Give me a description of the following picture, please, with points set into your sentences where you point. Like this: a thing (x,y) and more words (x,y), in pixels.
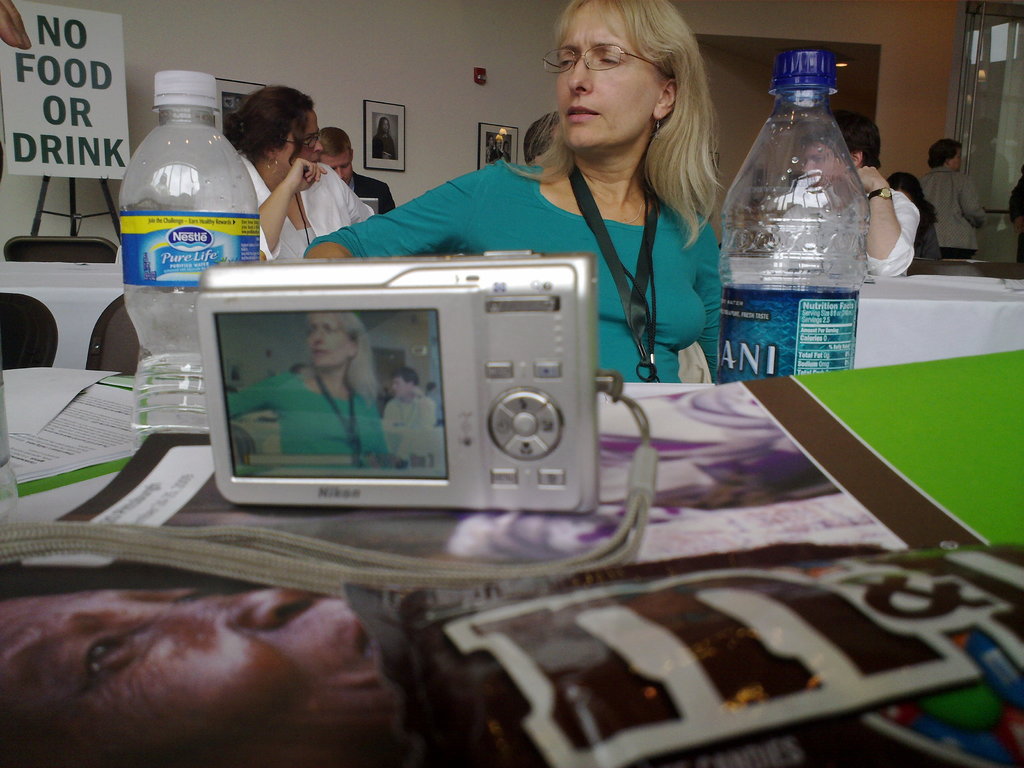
Here in the front (562,318) we can see a camera (219,471) present on a table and women (499,235) in front of the camera (443,383) and there are couple of bottles (198,138) present and behind her we can see a group of people (543,155) sitting and on the left top (41,119) we can see a board (117,30) written as no food or drink on it
